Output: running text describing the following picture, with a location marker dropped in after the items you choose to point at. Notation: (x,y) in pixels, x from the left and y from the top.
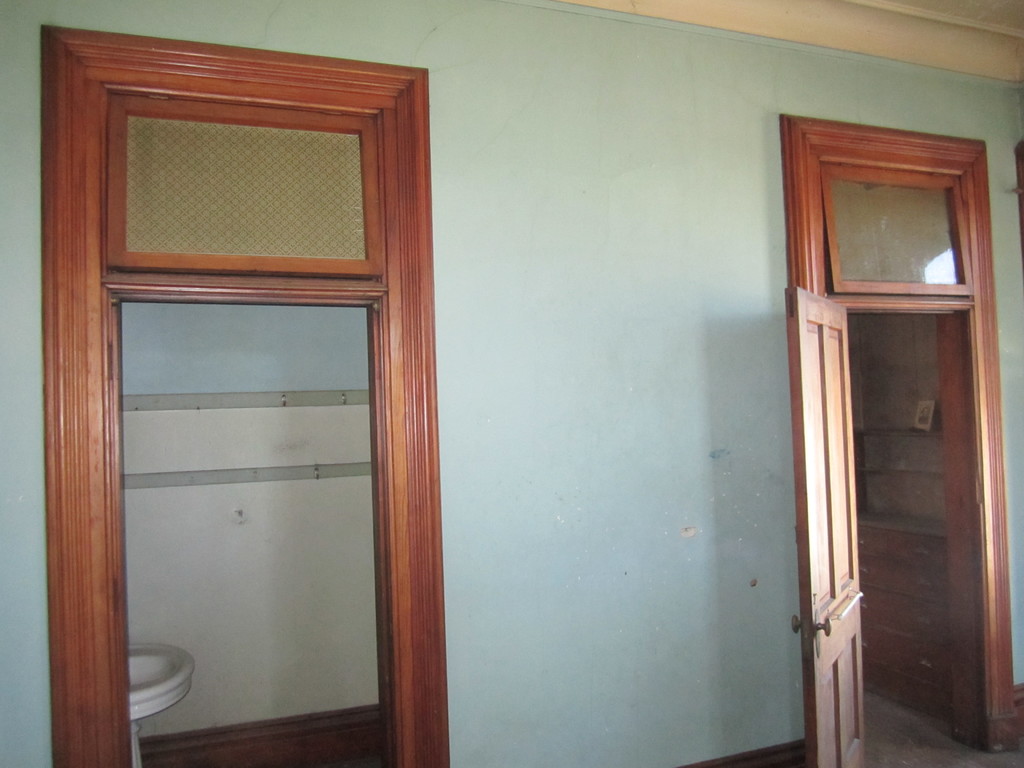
In this image I can see a wall (764,51), doors (397,516), wash basin (184,683) and a photo frame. This image is taken may be in a room (597,608).
